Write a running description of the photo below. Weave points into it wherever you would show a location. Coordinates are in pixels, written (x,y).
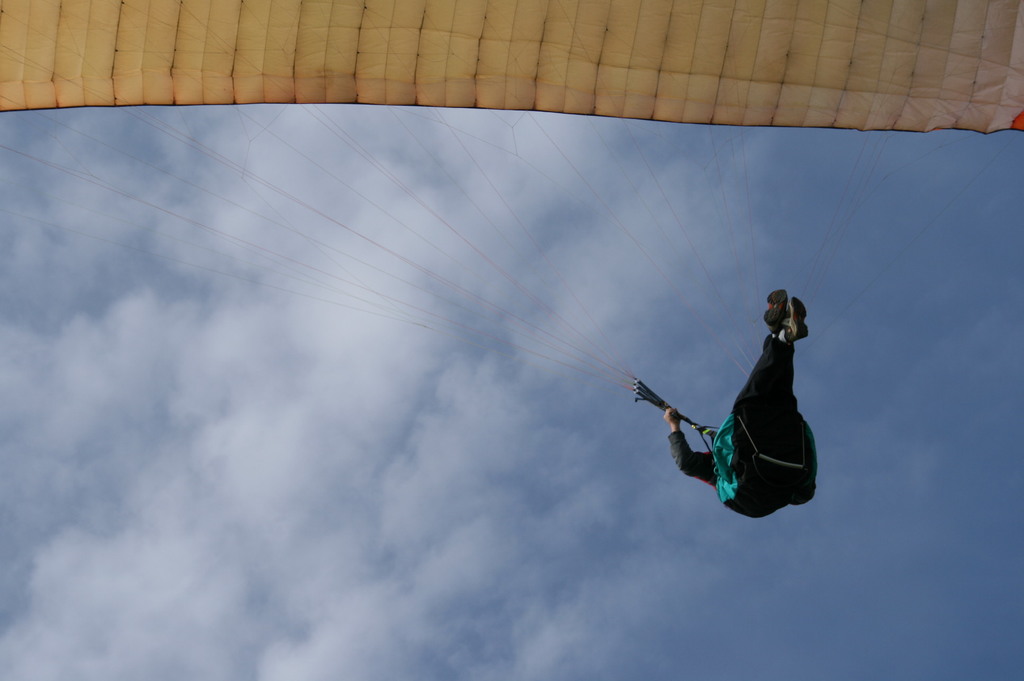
In this image, at the right side (751,483) there is a person (780,453) holding parachute (94,33), there is a parachute (664,33) at the top (611,61), at the background (339,527) there is a blue color sky (942,581) and there are some white color clouds (299,419).
